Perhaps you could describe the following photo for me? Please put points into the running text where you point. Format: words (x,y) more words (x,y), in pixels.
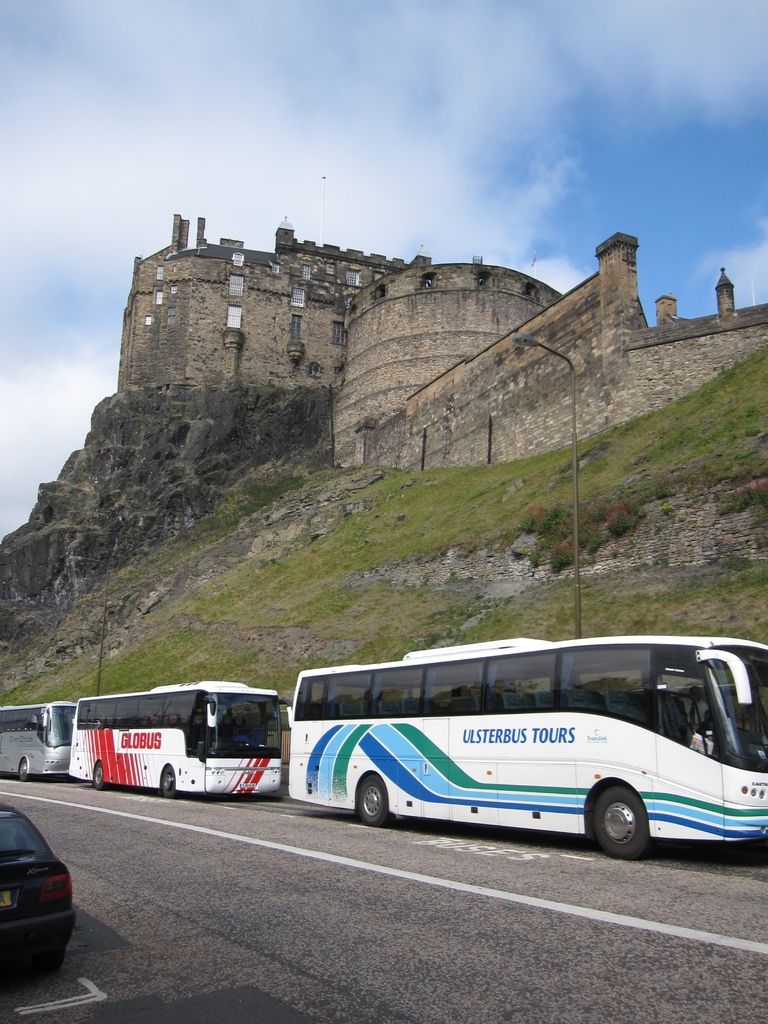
At the bottom of the image (253,906) there is road (164,814). On the road (46,814) there are few vehicles (11,867). Behind the vehicles (408,809) there is a hill (425,520) with poles (573,428) and also there is a grass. On the top of the hill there is a fort (408,350) with walls (488,366), windows (239,325) and pillars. At the top of the image (485,59) there is a sky (428,52) with clouds (45,263).
